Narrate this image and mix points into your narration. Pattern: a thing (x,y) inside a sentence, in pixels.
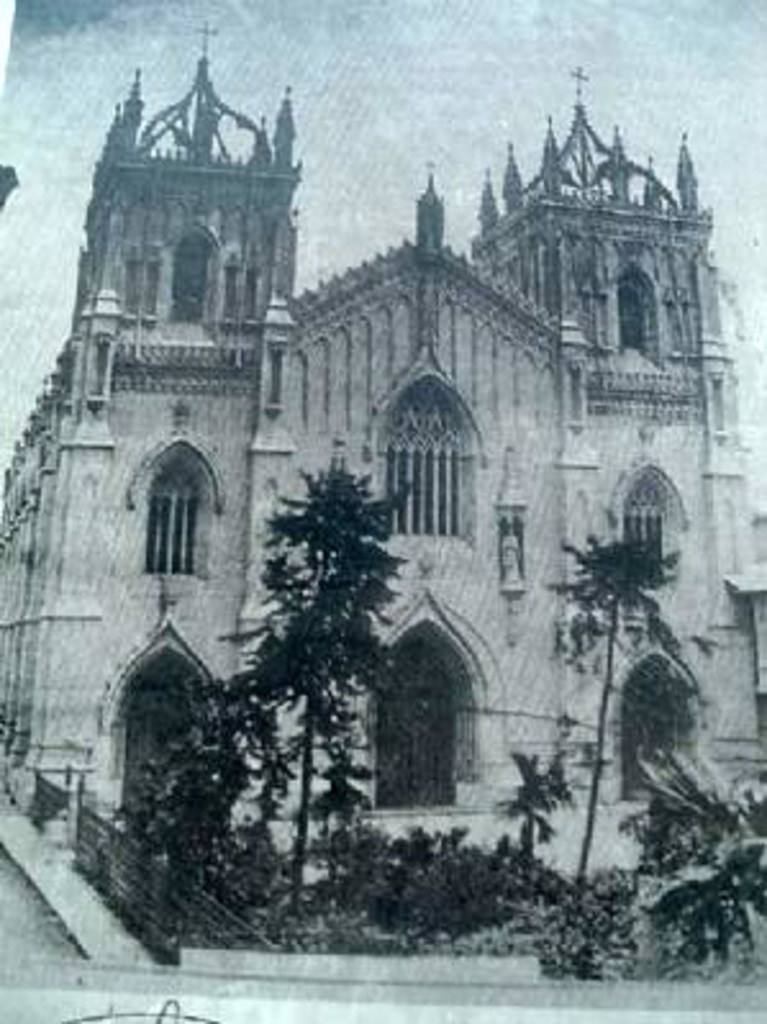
In the center of the image (473,598) there is a photo (108,808) of a church (471,586) and there are trees (209,840).
